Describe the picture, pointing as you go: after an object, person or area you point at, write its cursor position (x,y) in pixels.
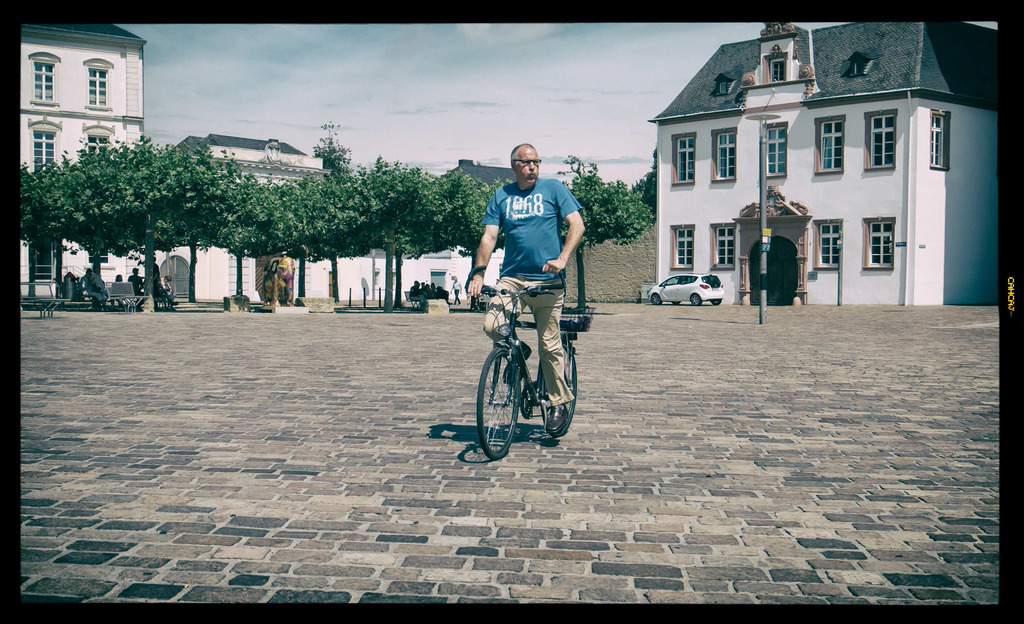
This picture is clicked outside the city. There is a man (528,235) wearing blue t-shirt (540,249) is riding bicycle (527,392). Behind him, we see a building (903,189) in white color. In front of the building (703,270), we see a white car (667,293) and beside him, we see trees (237,282) and under the trees (441,219), we see people (440,289) sitting on the bench (423,292). On the left corner of the picture (142,75), we see a white building (131,82) and beside, on the top of the picture (491,68), we see sky (384,95).
